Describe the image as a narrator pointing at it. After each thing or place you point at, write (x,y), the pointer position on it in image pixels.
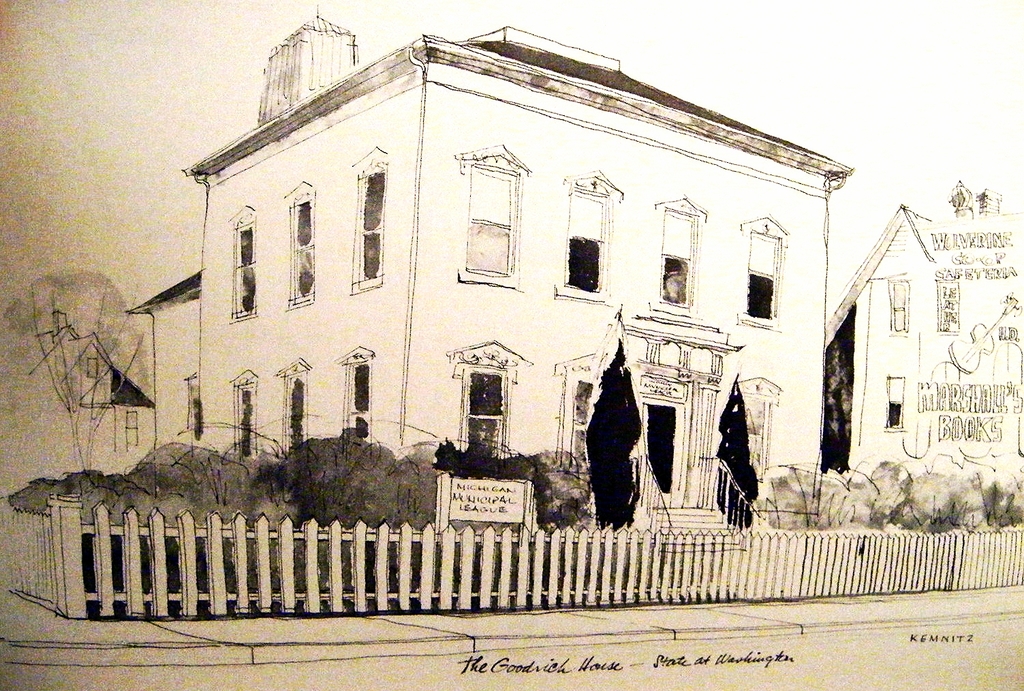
In this picture we can see windows (466,445), some text (978,393) and a few things (985,345) on the buildings (613,194). We can see plants (567,485), some fencing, other objects (474,507) and the sky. There is the text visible at the bottom of the picture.
